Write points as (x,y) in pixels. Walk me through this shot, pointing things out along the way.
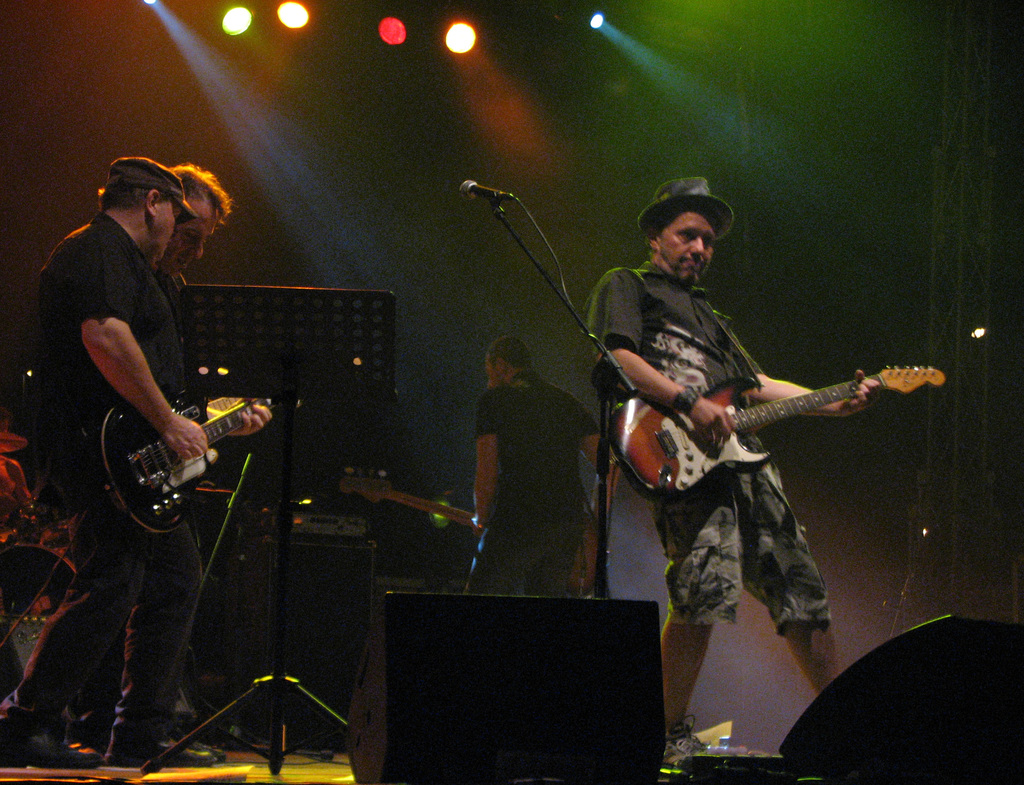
In this picture there are few musicians (167,372) and they all are playing guitar (725,452). In the center of the image (563,295) there is a microphone (485,194) and its stand (534,261). On the floor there is a book holder (275,340), speakers (337,590), boxes (320,595), a tripod stand (281,644) and cables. At the above of the image there are spotlights (390,28) and the background (589,150) is dark.
